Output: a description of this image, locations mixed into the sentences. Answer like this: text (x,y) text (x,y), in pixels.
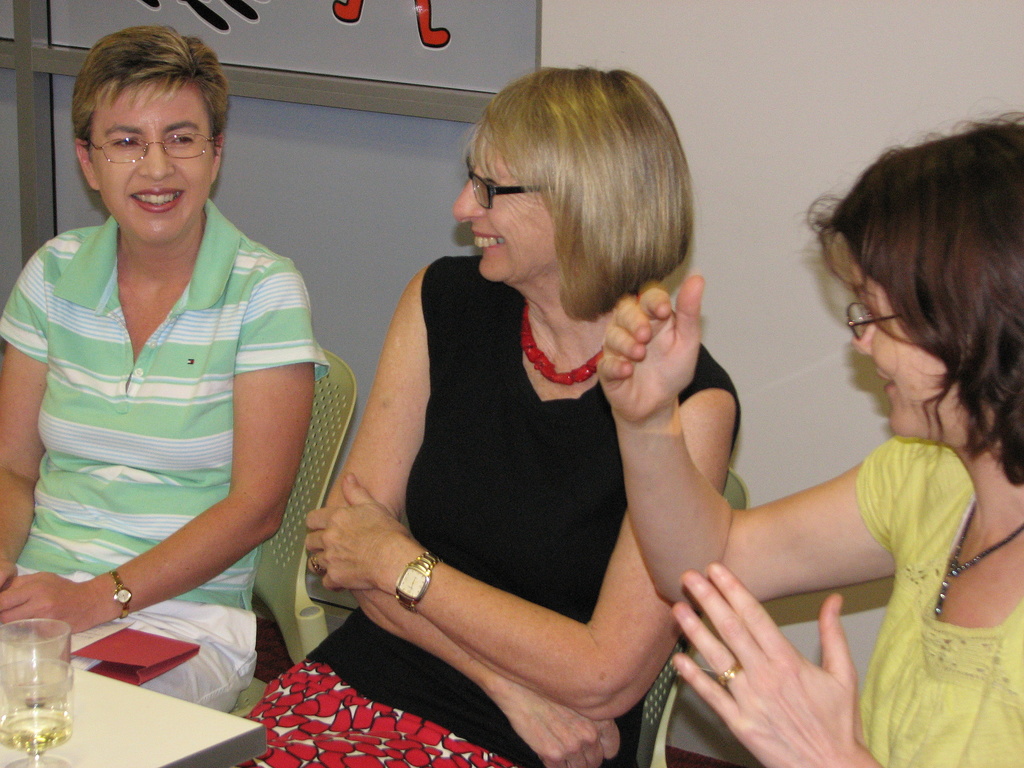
In this image there are people (469,527) sitting and smiling. At the bottom (149,765) there is a table (146,752) and we can see a glass (57,702) placed on the table (76,723). In the background (766,67) there is a wall (839,138) and a board (396,82).
